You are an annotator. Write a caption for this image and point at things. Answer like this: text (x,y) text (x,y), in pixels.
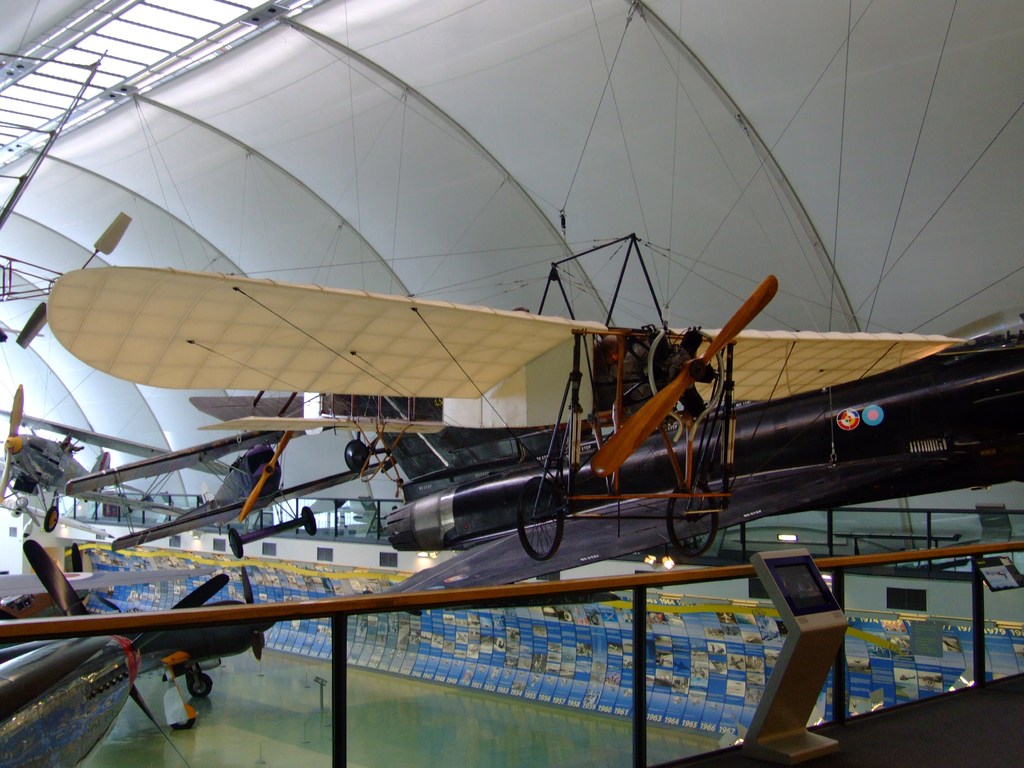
In this picture we can see the ground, here we can see aircrafts (498,396), lights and some objects (376,507) and in the background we can see a roof (615,47).
